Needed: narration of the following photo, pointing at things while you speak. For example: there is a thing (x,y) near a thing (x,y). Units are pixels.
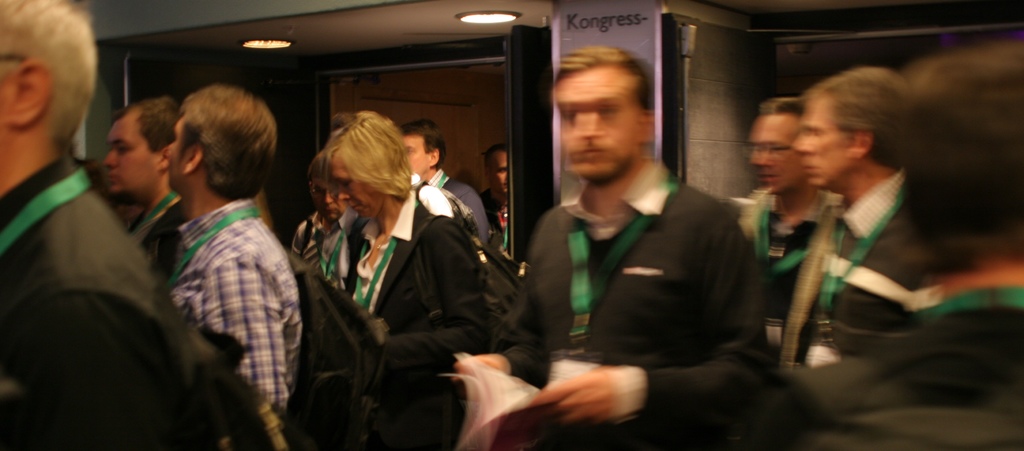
In this image I can see group of people (153,299) and at the top (477,18) I can see a light (506,17) and the door (164,77) and the wall (722,48).
